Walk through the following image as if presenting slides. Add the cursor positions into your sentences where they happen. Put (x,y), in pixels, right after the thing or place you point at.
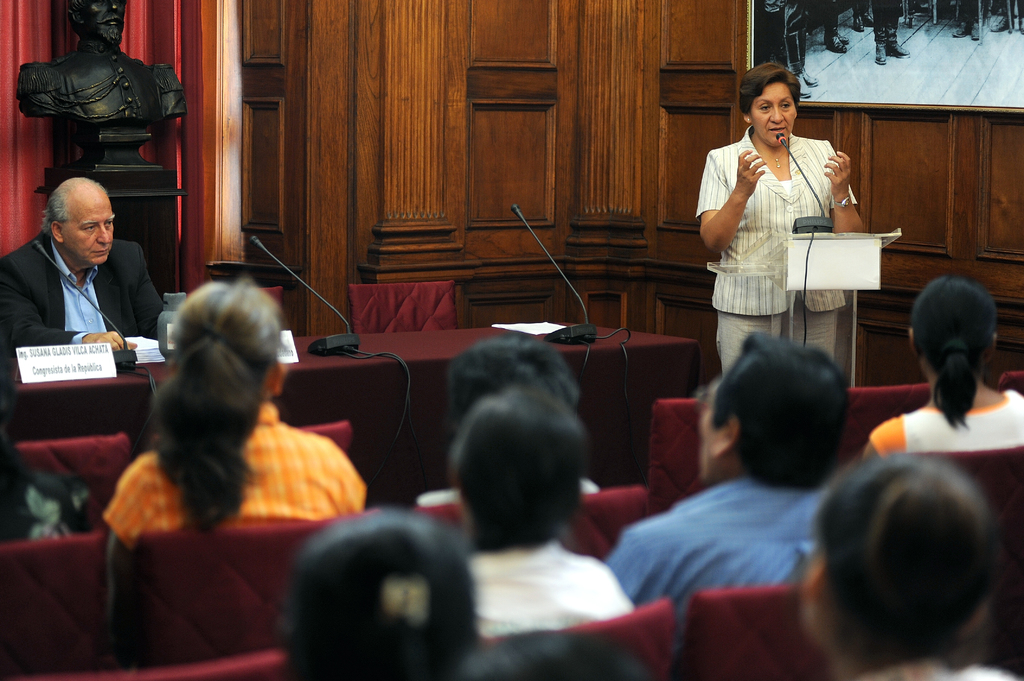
There is a group of people (558,528) sitting on the chairs (267,577) as we can see at the bottom of this image (661,473). There is one woman (757,169) standing on the right side of this image (805,195) and there is one man (108,314) sitting on the left side of this image (63,308). There is a wooden wall (568,200) in the background (564,151). We can see a statue (119,74) in the top left corner of this image (105,79) and there is a picture (880,36) in the top right corner of this image (960,86).
